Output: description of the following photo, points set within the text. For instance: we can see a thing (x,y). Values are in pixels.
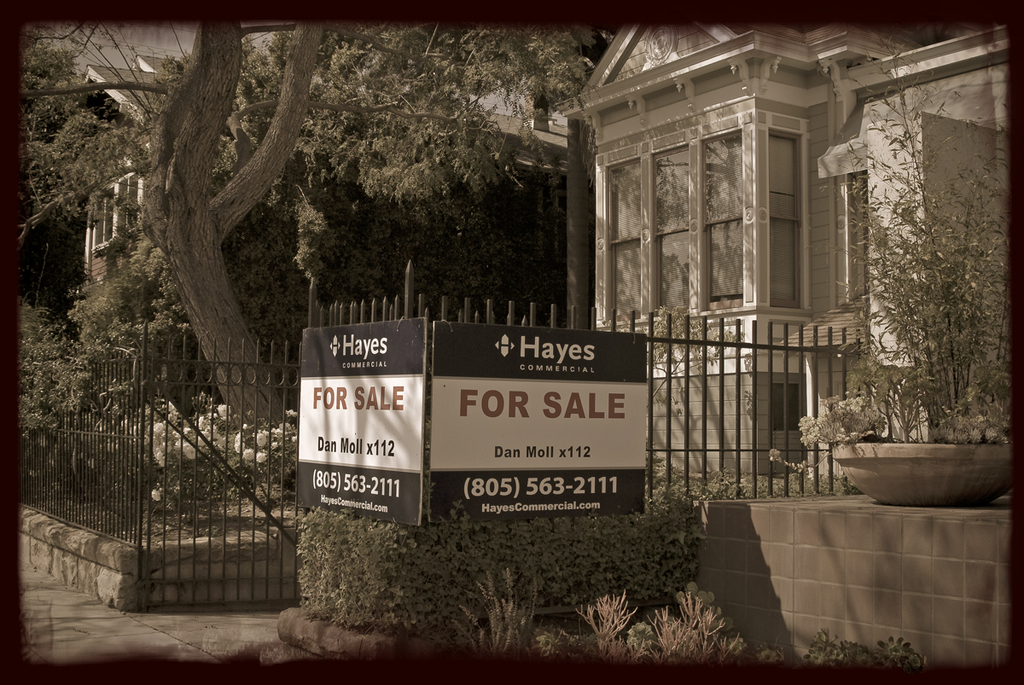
In this image I can see boards (606,495), houseplants (365,559), fence (91,404), buildings (660,166) and trees (561,304). This image looks like a photo frame.
